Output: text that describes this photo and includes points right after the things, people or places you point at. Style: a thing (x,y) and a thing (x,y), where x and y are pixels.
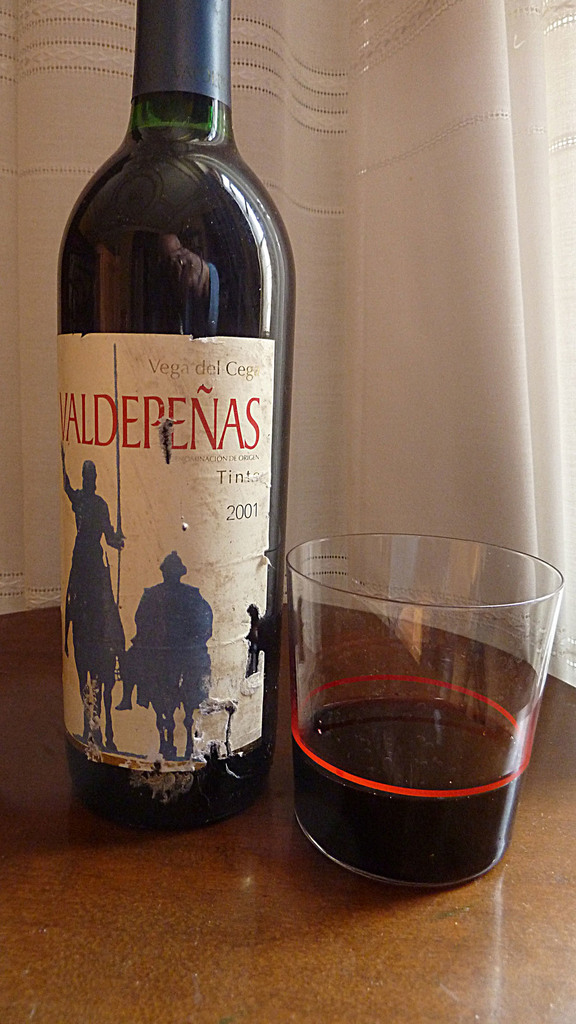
In this image there is a table (228,895) and we can see a wine bottle (157,743) and a glass (350,841) placed on the table (399,910). In the background (441,469) there is a curtain (25,223).
